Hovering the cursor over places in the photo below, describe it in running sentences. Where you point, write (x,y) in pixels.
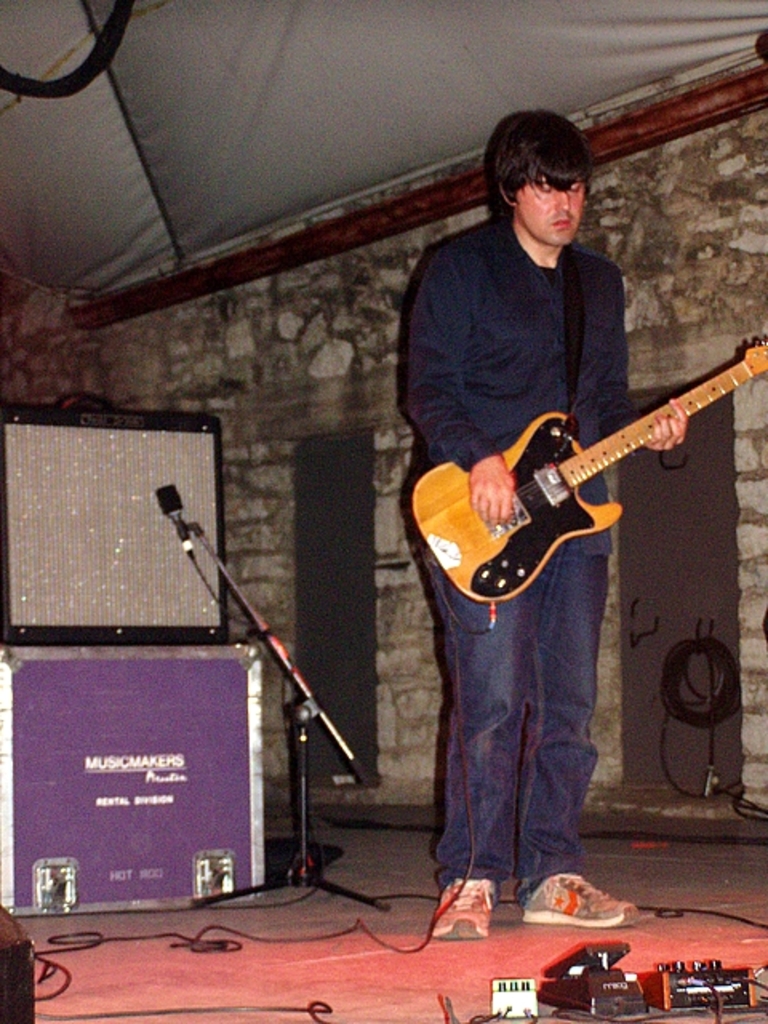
In this image a man (503,611) is playing guitar (527,568). Beside him there is a mic (165,511) there are speaker (159,482).
